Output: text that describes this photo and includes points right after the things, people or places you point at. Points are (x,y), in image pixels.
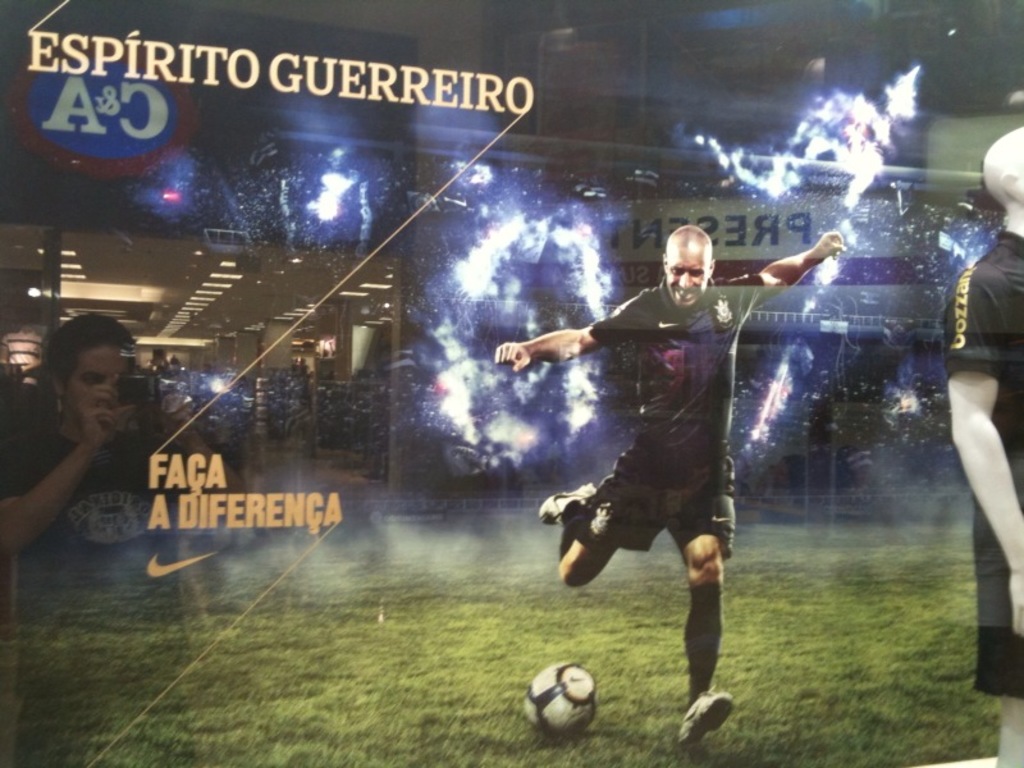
At the center of the image (647,468) there is a person (703,602) playing a football (576,703). Beside him there is one other person (120,348) and a mannequin (962,404). At the bottom of the image (857,651) there is grass (857,651) on the surface (869,657). In the background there is a building (333,257).
